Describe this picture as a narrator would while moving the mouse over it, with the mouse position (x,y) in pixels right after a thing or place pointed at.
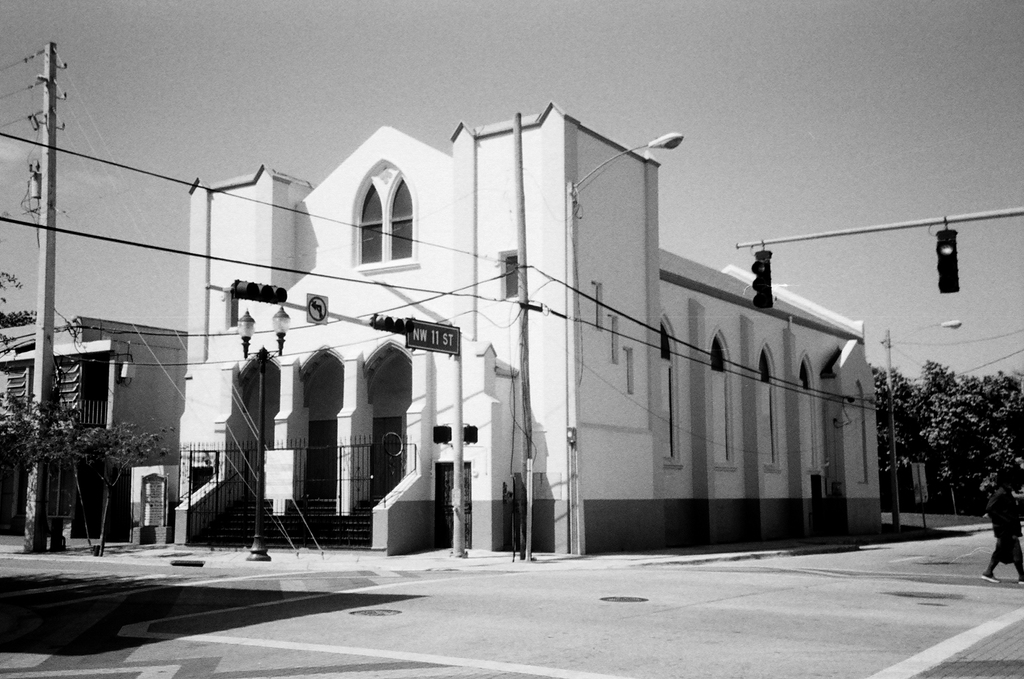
This is a black and white image. A person (991,568) is present at the right (1012,504). There are traffic lights (756,261), poles (47,96), wires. There are buildings (32,372) at the back (7,381).
